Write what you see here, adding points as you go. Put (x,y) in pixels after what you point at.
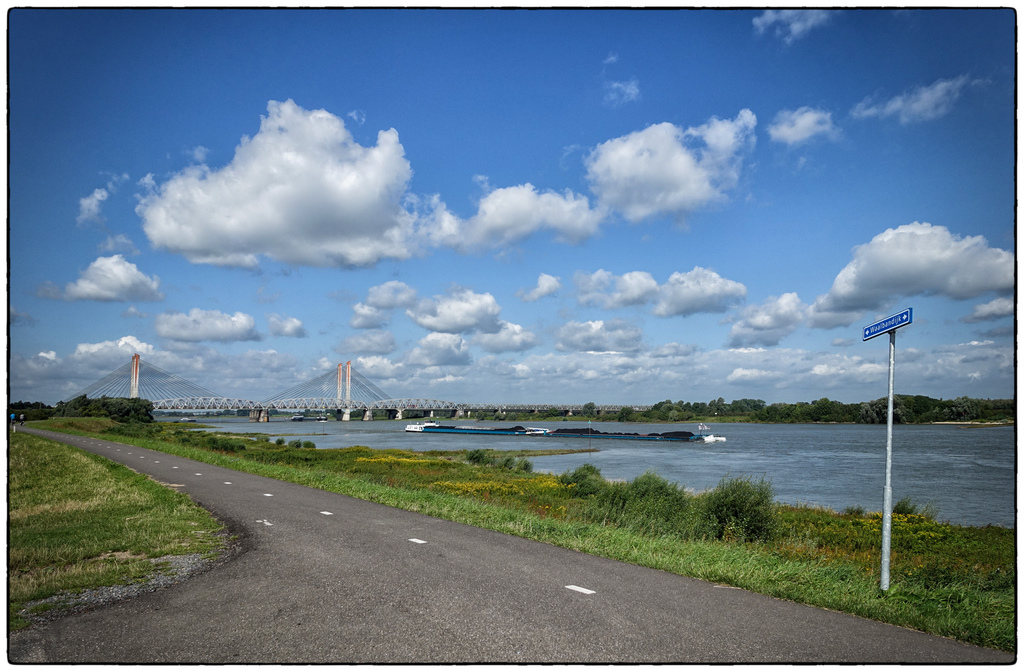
In this picture we can see a road (285,518) with grass (60,519) on either side. On the right side (861,456), we can see the river (427,436), a bridge (421,405), a sign board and trees (723,406). The sky (601,337) is blue.
